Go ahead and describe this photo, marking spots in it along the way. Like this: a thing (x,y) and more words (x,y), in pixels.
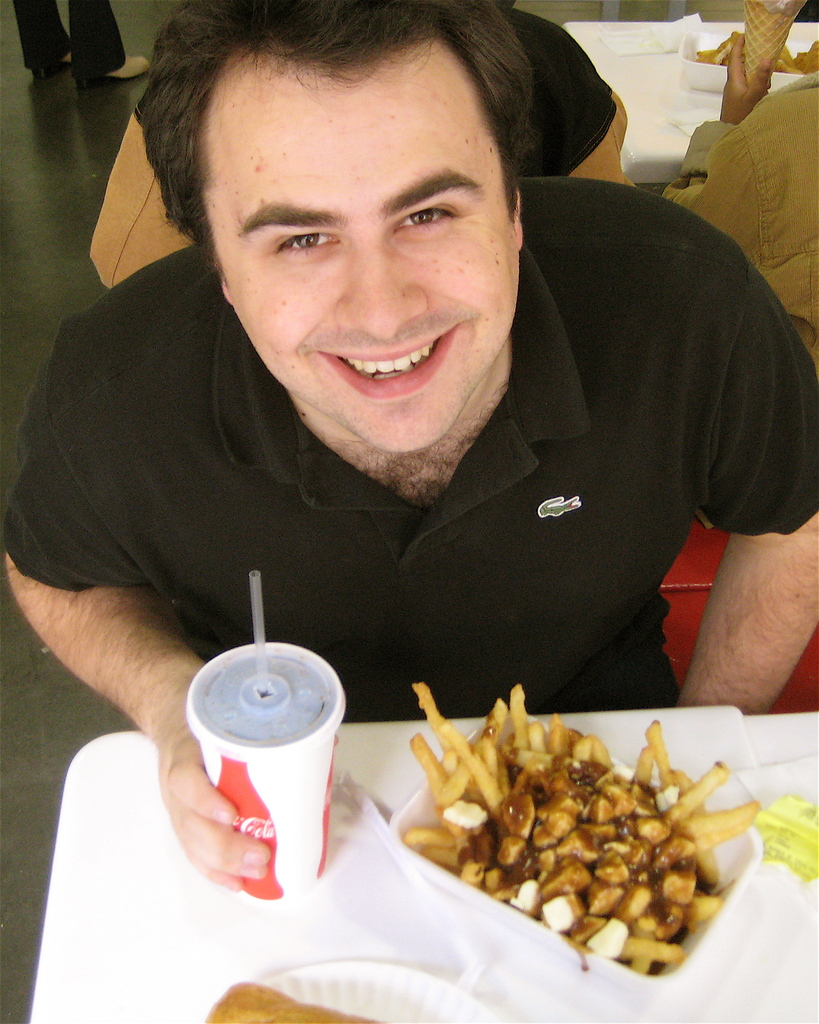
In the image in the center (464,451), we can see one person (395,402) sitting and smiling. In front of him, there is a table (468,972). On the table (491,991), we can see one glass (294,721), plate (379,988), box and some food items (420,836). In the background (644,86) there is a table (633,123), chair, two persons (583,93), tissue papers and some food items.
